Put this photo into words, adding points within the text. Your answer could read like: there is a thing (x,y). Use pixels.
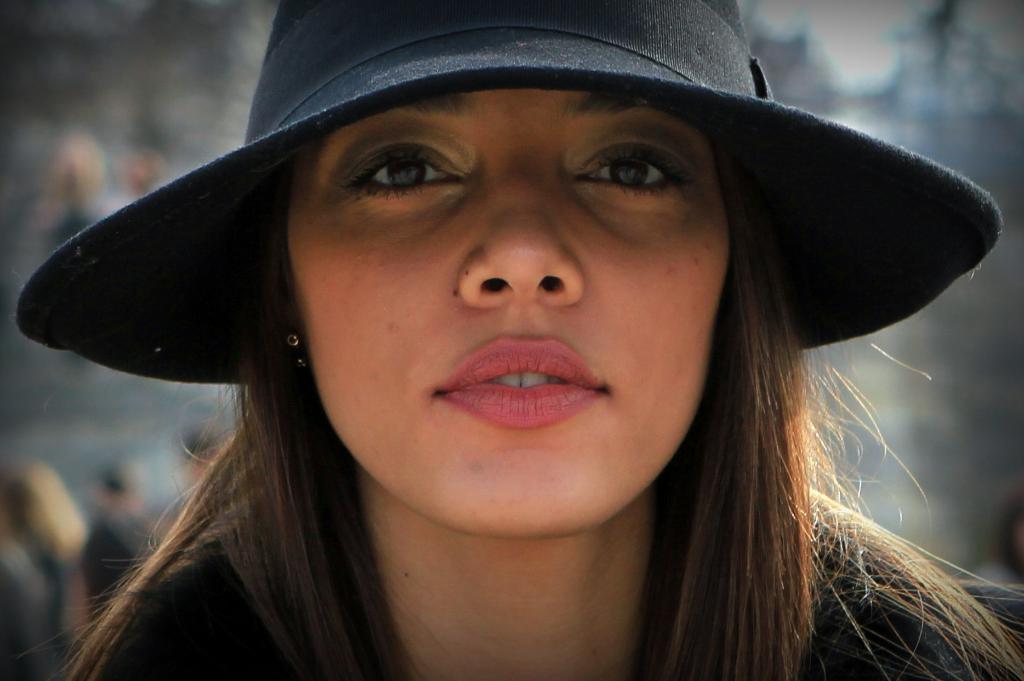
There is a woman (405,416) wearing black hat (268,86). In the background (959,408) it is blurred.
